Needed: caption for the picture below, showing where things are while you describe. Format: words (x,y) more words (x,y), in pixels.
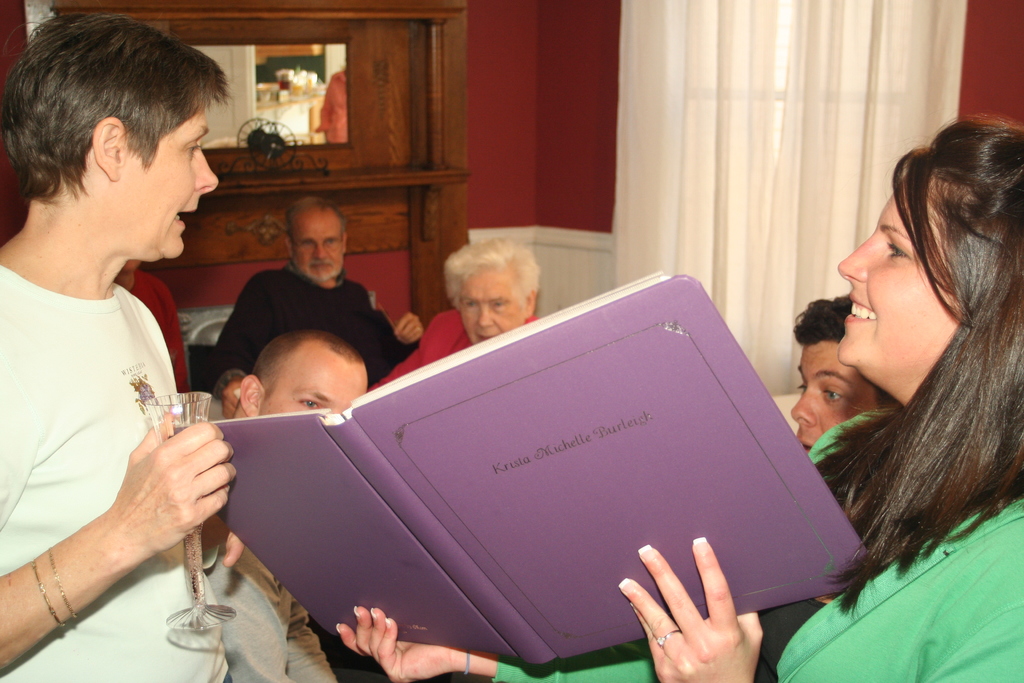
In the background (425,341) I can see people (425,344) among them a man (358,343) and a woman (427,362) are sitting. The woman (938,433) on the right side (974,534) is holding a book (820,580) in hands (654,616). The woman (115,345) on the left side (176,386) is holding a glass (162,399) in hands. In the background (793,219) I can see curtains (678,219), wall (528,112) and some other objects (376,131).
